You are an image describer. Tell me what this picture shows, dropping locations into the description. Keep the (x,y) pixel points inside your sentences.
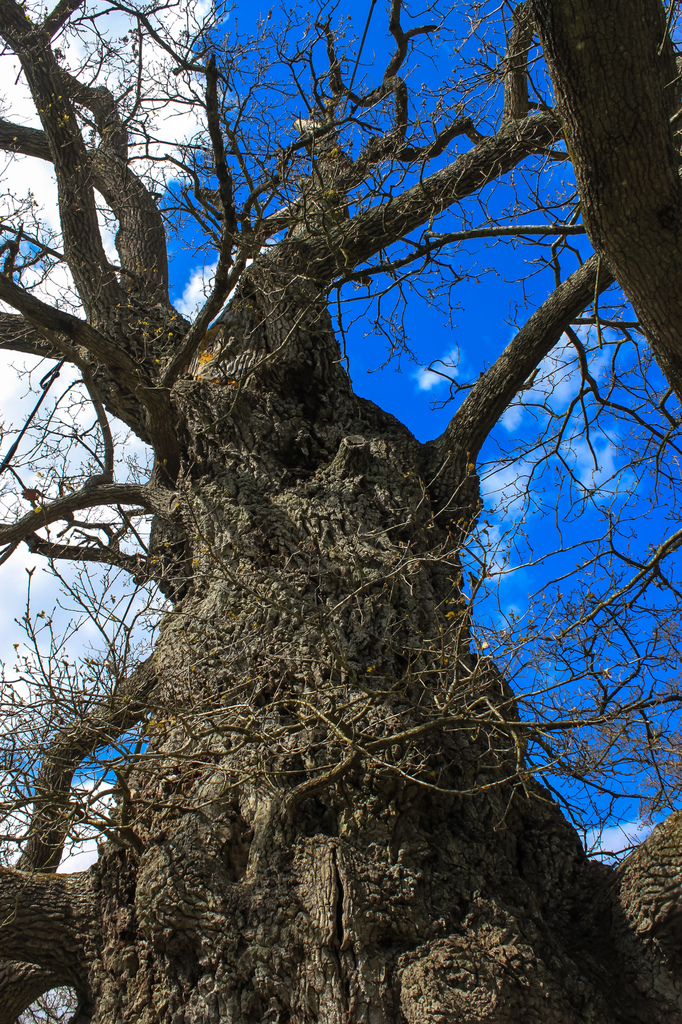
In this picture we can see a tree (382,722) in the front (367,462), in the background (373,340) we can see the sky (375,291) and clouds (157,165).
